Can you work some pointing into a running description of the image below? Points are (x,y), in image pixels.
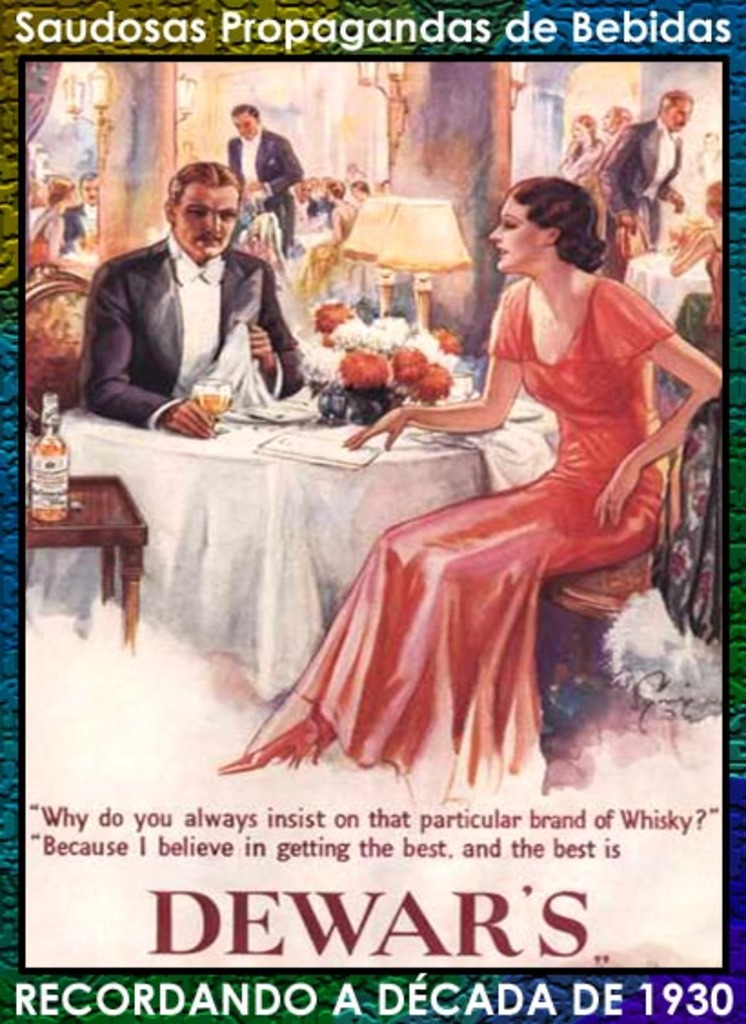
This is a cartoon poster, and in the foreground of this picture (421,744), there is a man (190,280) and a woman (571,374) sitting on the chair (601,598) near a table (182,462). In the background (325,194), there are people (334,194), chairs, tables (651,260), lamps (403,229), and flower vase (417,337) and also some text (473,938) is written on the poster.
